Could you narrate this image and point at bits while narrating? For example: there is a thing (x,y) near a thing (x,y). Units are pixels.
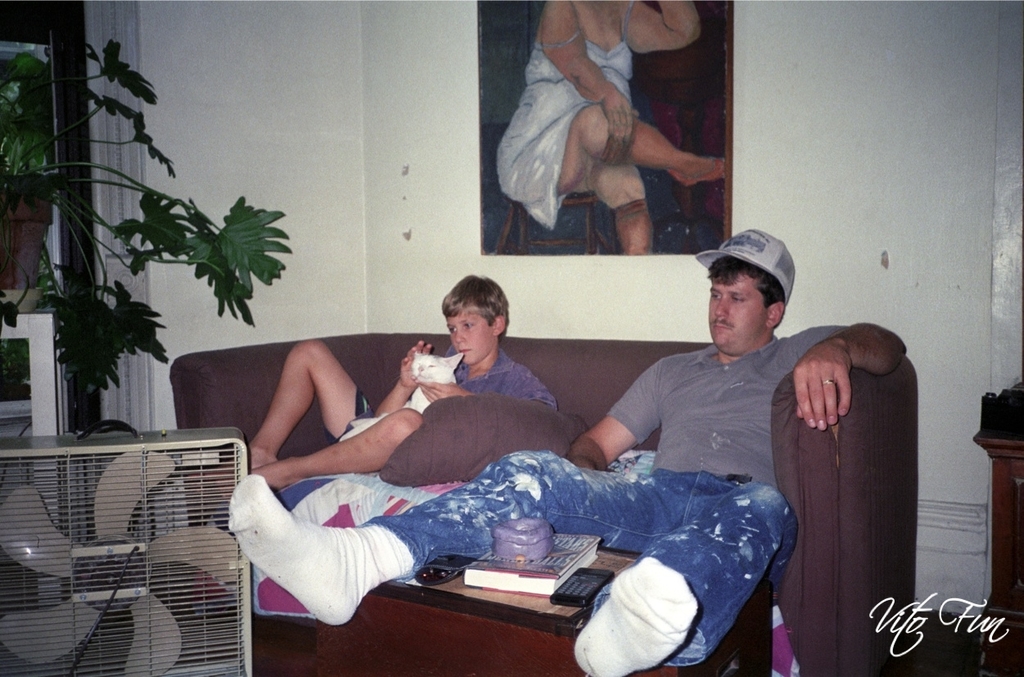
In this image I can see two people (477,328) sitting on the couch (494,413) and one person (477,371) is holding white cat (446,377). I can see a book (520,587), remote (580,600) and few objects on the table (500,607). I can see a plant (44,187), fan (98,585) and board (504,45) is attached to the white wall (446,92).
